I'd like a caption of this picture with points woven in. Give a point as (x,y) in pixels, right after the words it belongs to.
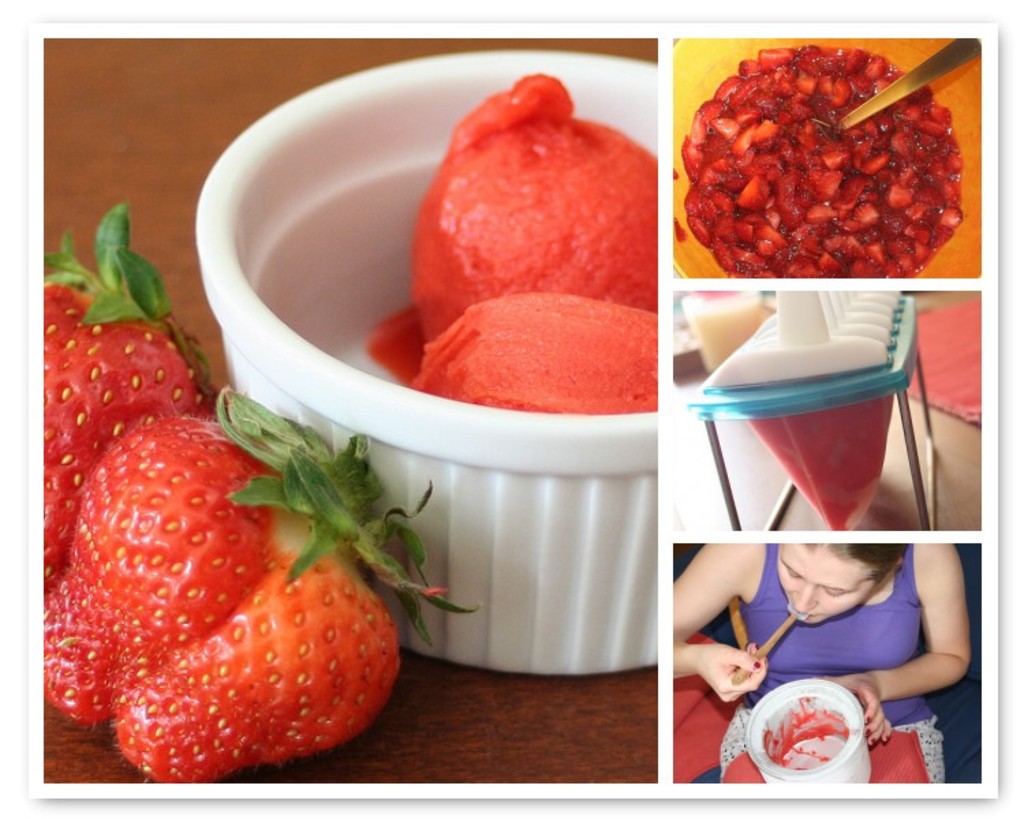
It is a collage picture. Bottom left side of the image (308,642) there is a cup (505,513) and there are some strawberries (351,531). Bottom right side of the image (913,549) a woman (891,727) is sitting and eating. In the middle of the image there is a table (928,310), on the table (945,506) there is a stand (777,392). Top right side of the image (833,227) there is a bowl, in the bowl (968,128) there is food (870,93) and spoon (895,93).
